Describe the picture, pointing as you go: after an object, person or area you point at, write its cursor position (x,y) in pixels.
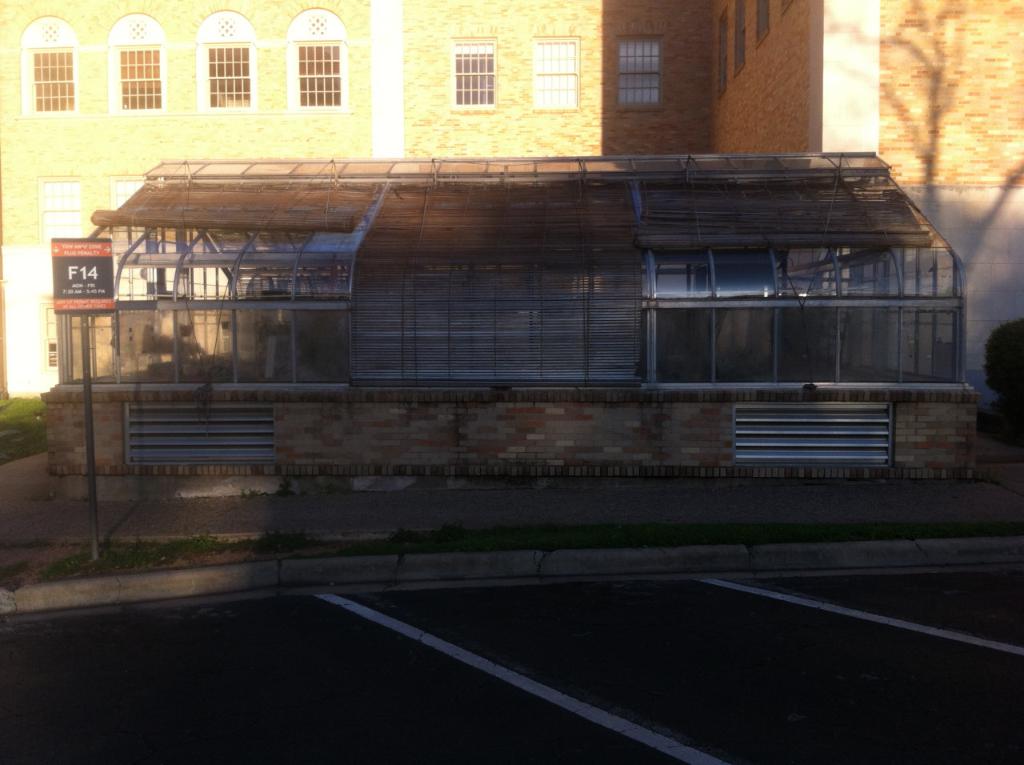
In this image there are some buildings (21,183) in the center (484,370) there is a house (577,313), on the left side (88,418) there is pole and board (74,276). At the bottom (195,649) there is road (898,627), and on the right side (1017,367) and left side (21,444) there are some plants (12,409).
